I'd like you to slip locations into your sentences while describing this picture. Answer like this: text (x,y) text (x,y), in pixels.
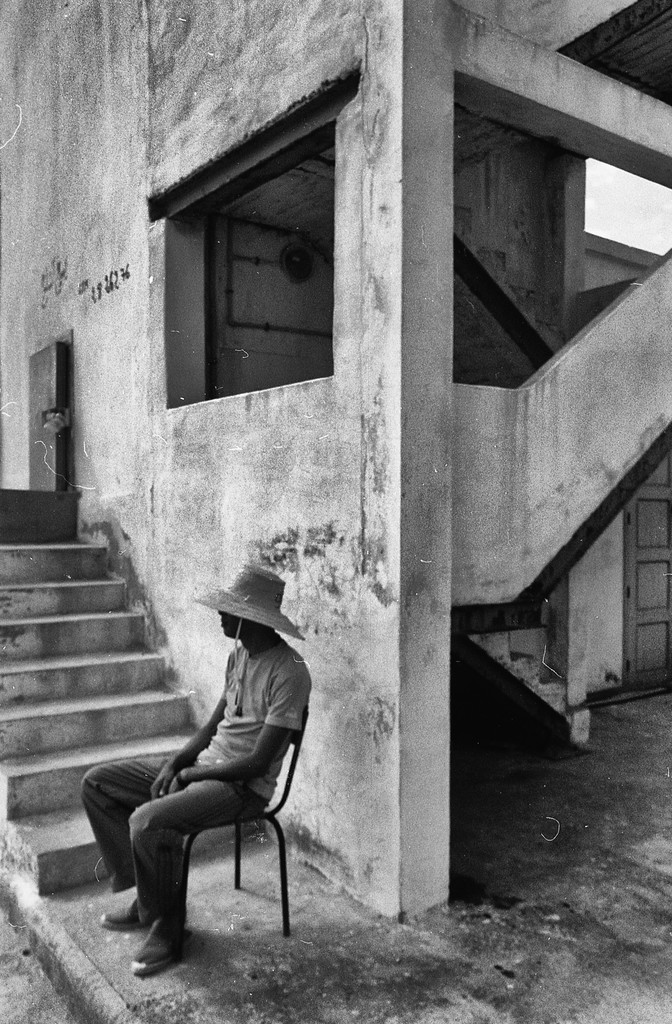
In this image I can see the person (161,834) sitting on the chair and wearing the dress (243,742) and hat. To the side of the person (156,771) I can see the stairs (84,672). In the background (137,485) I can see the buildings (459,295) and the sky (589,213).
